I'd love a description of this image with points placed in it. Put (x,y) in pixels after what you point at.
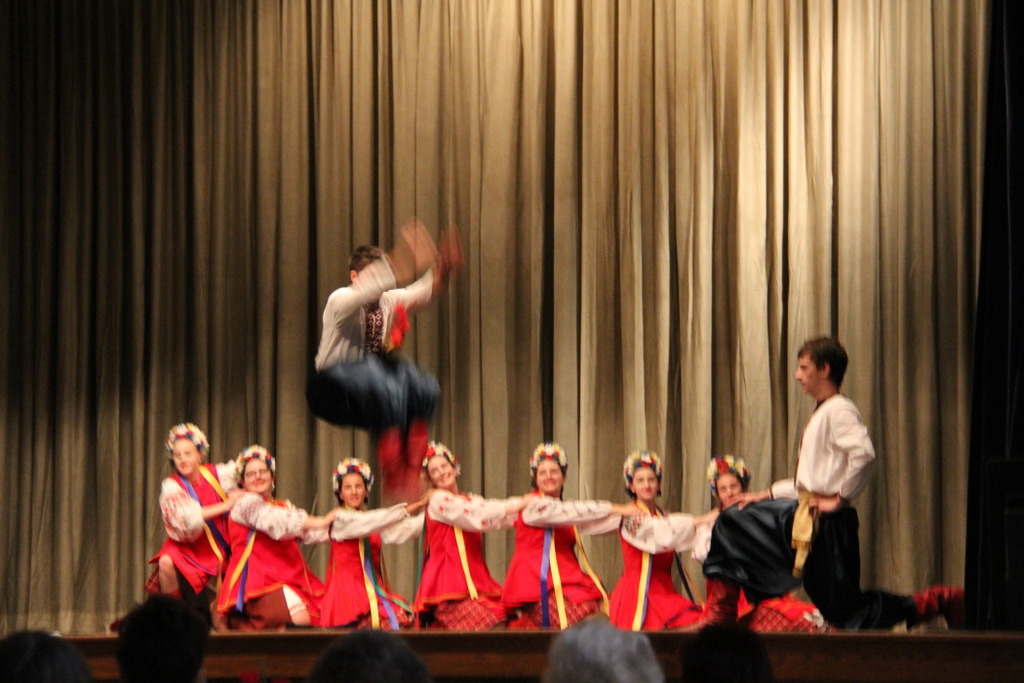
In this image we can see people (194,525) wearing costumes (774,536) and performing and there is a man (400,390) jumping. At the bottom (127,636) we can see people (616,645). In the background (685,196) there is a curtain (317,153).
